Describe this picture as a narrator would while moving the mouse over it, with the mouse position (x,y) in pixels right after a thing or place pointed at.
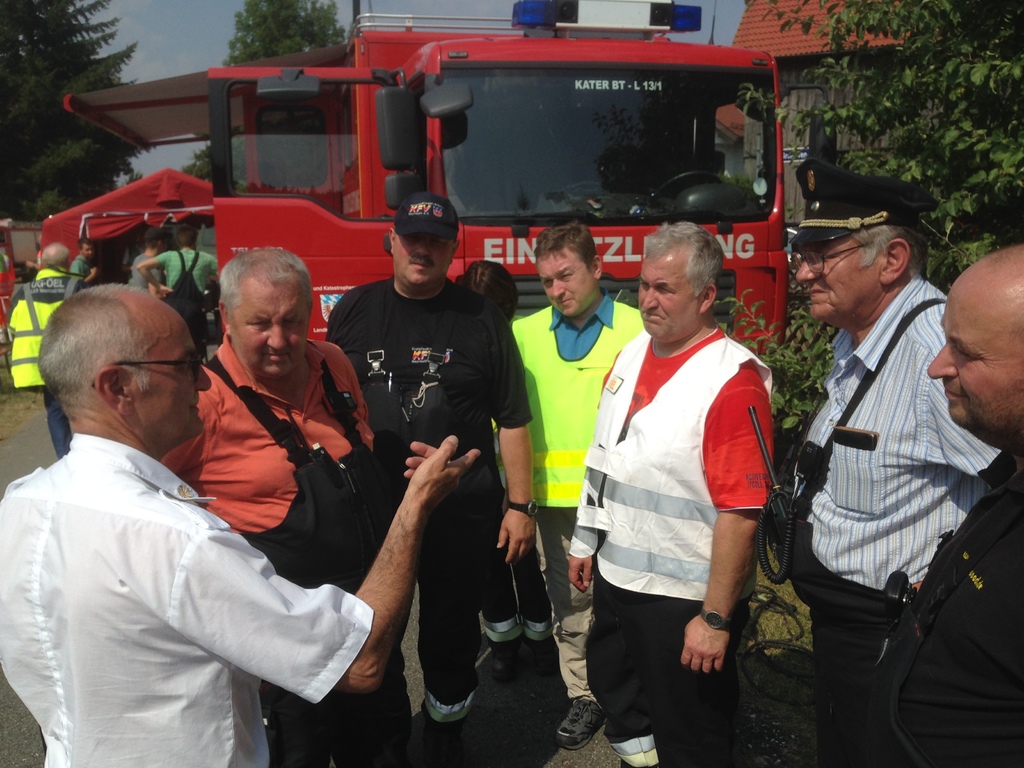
This picture is clicked outside. In the foreground (956,404) we can see the group of persons (320,385) standing on the ground (791,586). In the center (351,283) we can see a red color vehicle (396,126) standing on the ground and we can see a red color tent (140,206) and group of persons (195,273). In the background (136,14) we can see the sky (135,33), trees (957,145) and some houses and we can see the text (618,247) on the vehicle (527,179).
